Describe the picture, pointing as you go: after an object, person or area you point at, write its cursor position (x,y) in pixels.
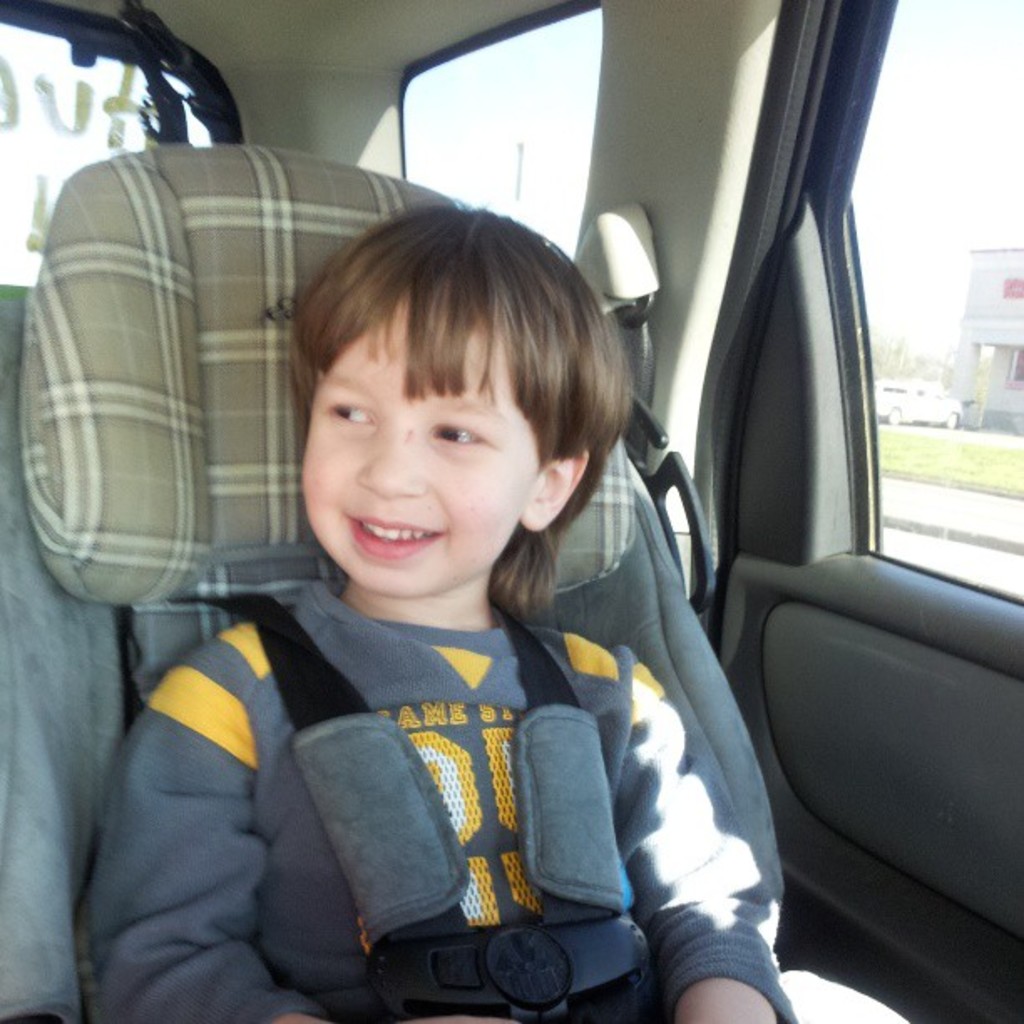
This kid (245,671) is sitting inside of a car (664,67). Outside of this window (926,552) there is a vehicle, building (1008,336) and grass (992,463).
